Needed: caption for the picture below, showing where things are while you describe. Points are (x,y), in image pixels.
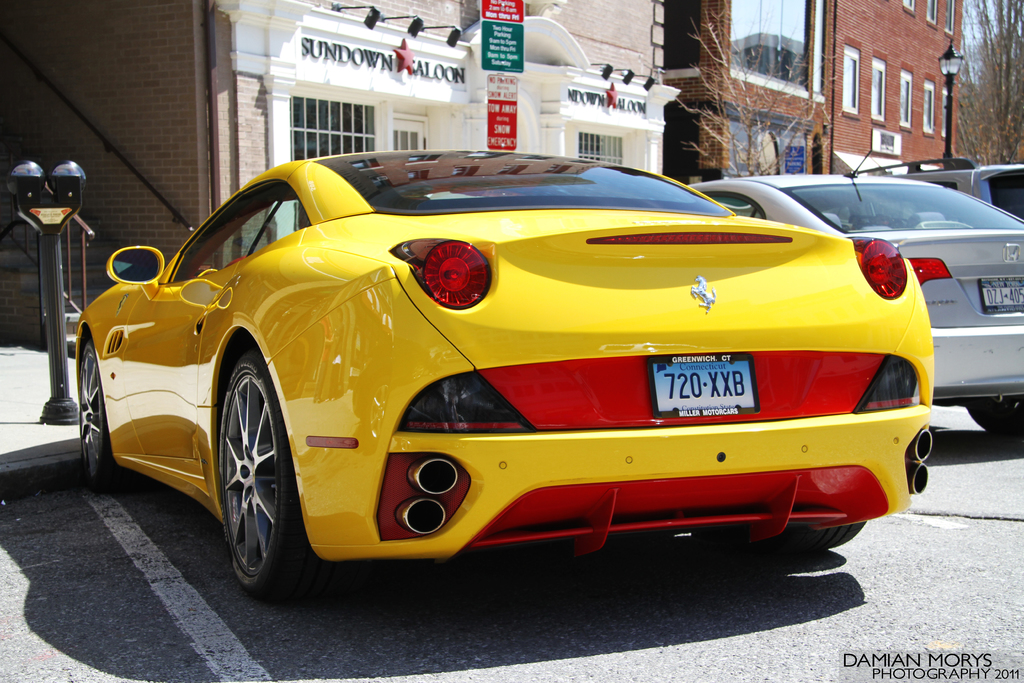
In this image we can see cars (264,406) on the road (978,576). In the background of the image (850,16) there are buildings (469,137), poles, trees (973,97). To the left side of the image (10,268) there is a staircase (21,236) with railing (84,227). At the bottom of the image (877,657) there is text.
